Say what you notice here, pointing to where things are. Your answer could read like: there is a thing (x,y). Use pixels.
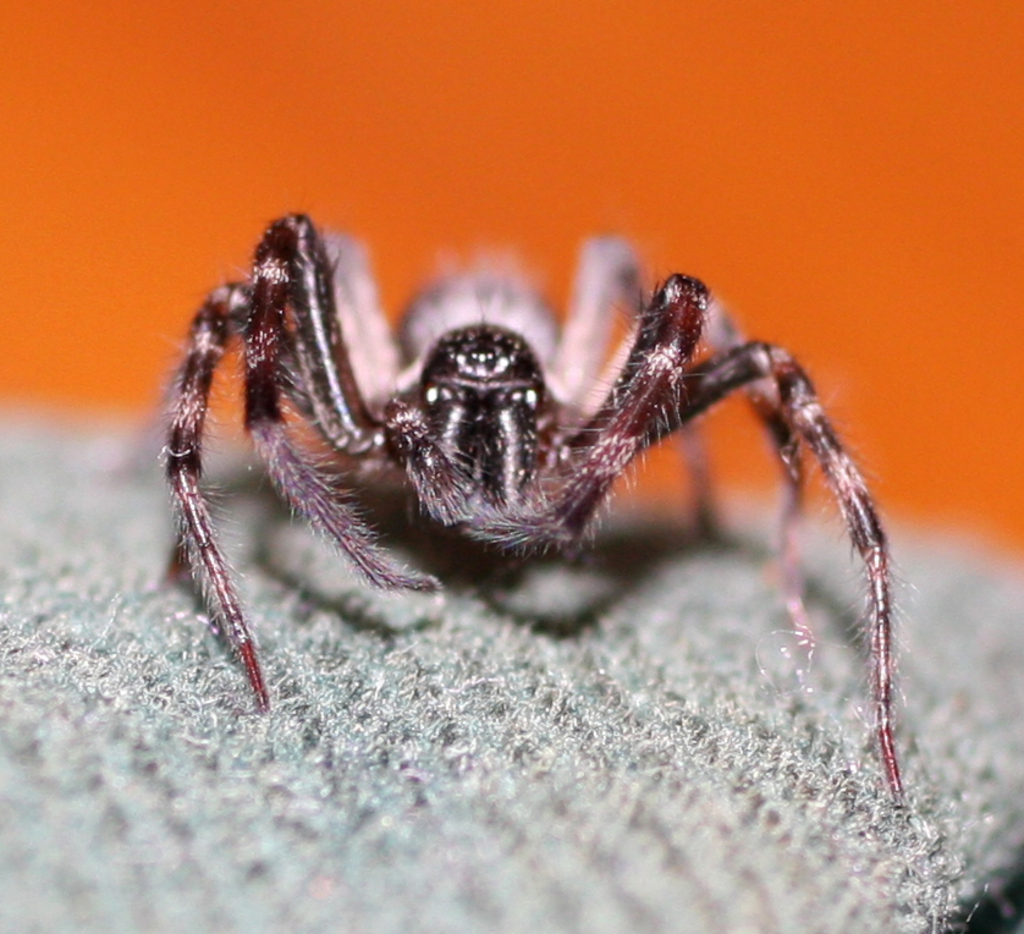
In this image there is an insect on the cloth (545,842). In the background of the image (481,146) there is a wall (405,88).
